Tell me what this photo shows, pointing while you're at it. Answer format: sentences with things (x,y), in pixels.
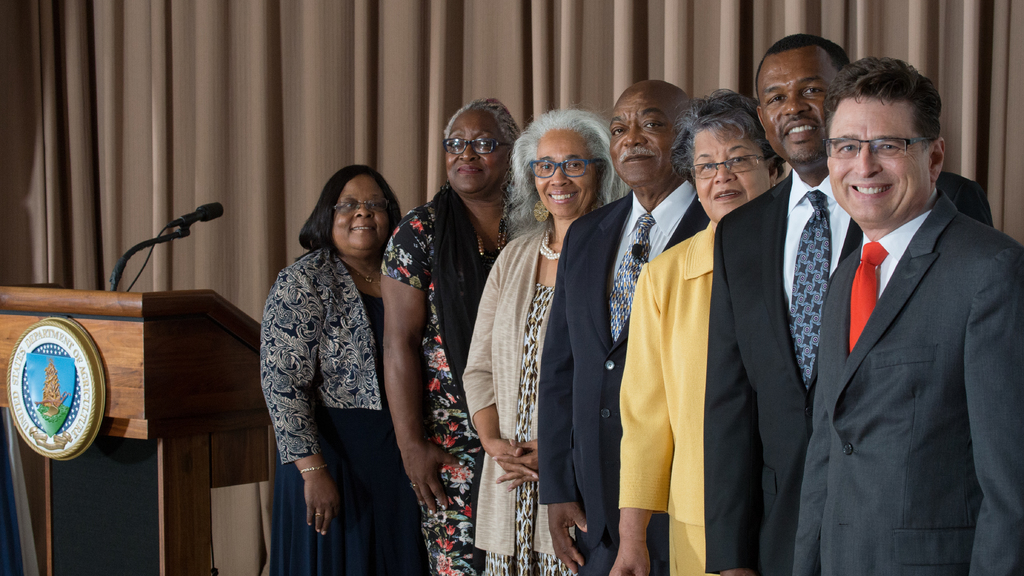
In this image I can see few persons (646,319) are standing beside each other and smiling. I can see few of them are wearing spectacles (367,211). In the background (199,338) I can see a brown colored podium (196,363), a microphone (118,278) and the brown colored curtain (267,77).
